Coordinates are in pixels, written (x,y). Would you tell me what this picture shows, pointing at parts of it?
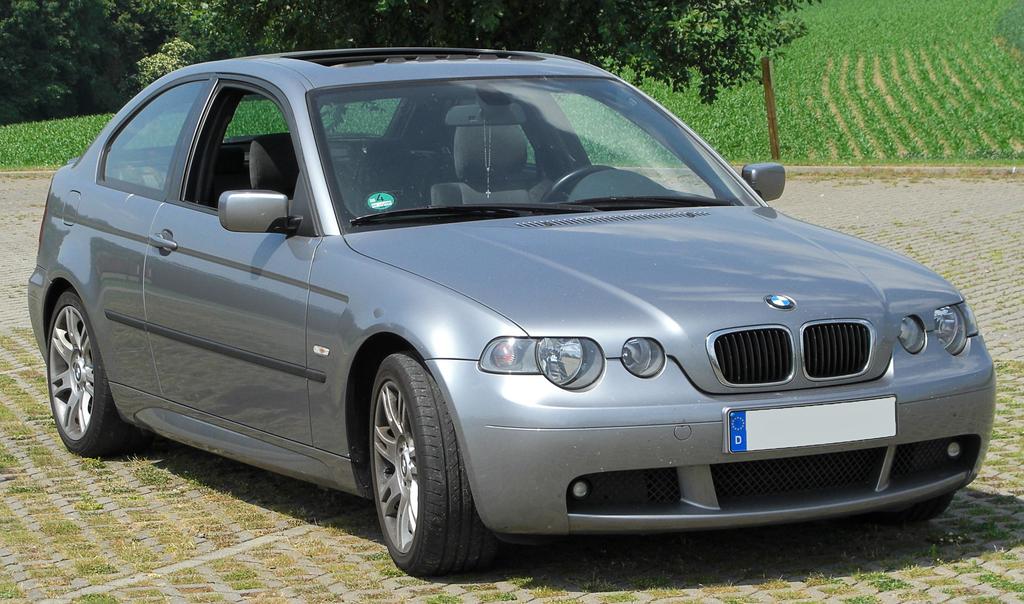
In this image I can see a car (345,490) on the ground (198,501). In the background (800,71) there is a field (757,72) and also I can see many trees (298,42).
